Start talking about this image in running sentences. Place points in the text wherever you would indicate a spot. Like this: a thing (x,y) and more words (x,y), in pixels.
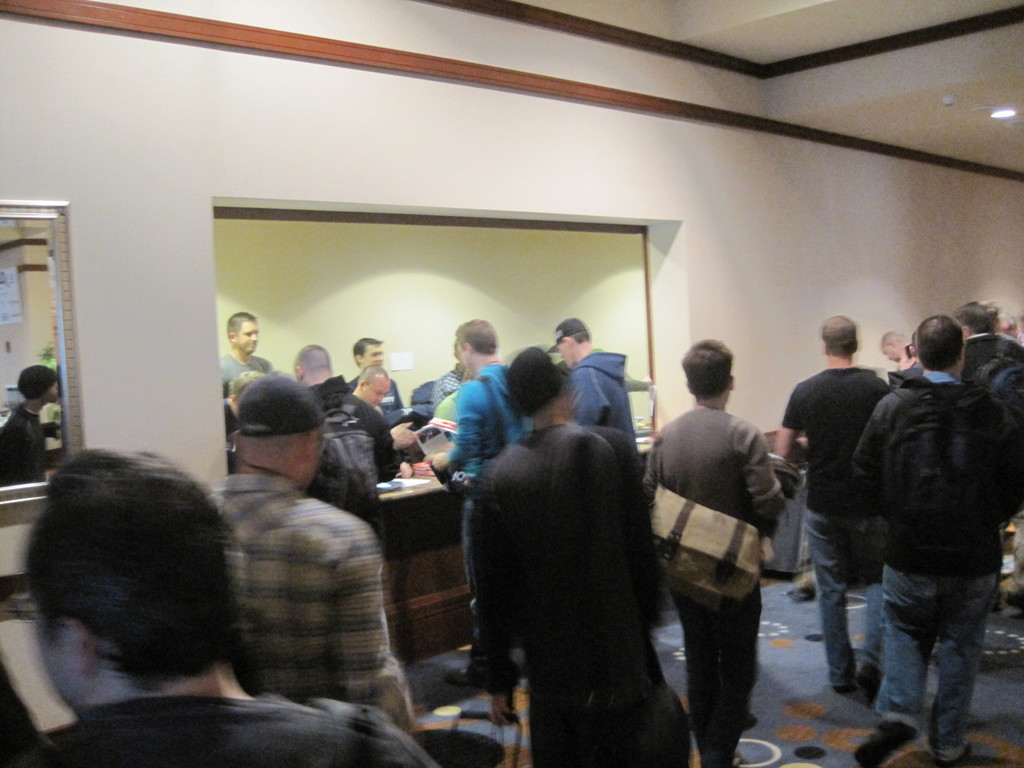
Here we can see some persons (579,554) on the floor (821,653). This is carpet (802,689). There is a wall (479,126) and this is light (1014,113).
